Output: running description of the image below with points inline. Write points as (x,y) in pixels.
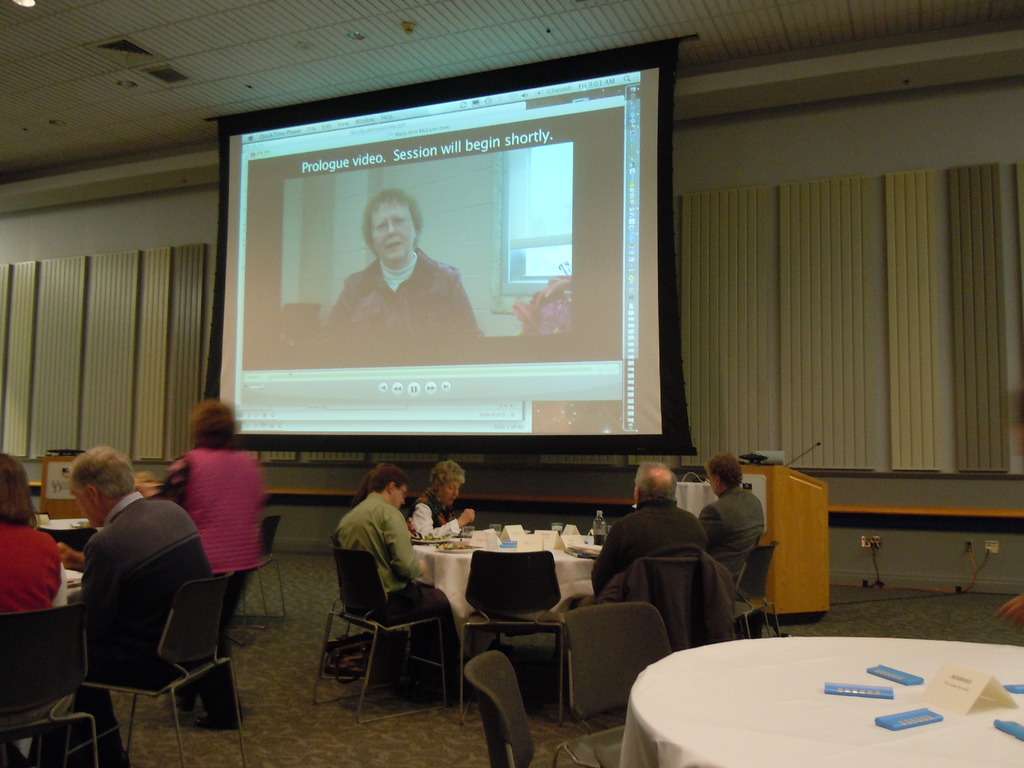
At the bottom (120,586) there are persons (126,570) sitting on the chairs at the table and on the table (454,600) we can see water bottles (603,518), food items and small cards (530,536). On the left side (240,452) a woman (242,501) is walking on the floor (364,748). In the background (332,216) we can see wall (136,249), screen (294,189), microphone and objects (778,459) on a podium (787,500). On the right side (928,700) at the bottom corner (933,687) we can see objects (915,679) and a small card (968,690) on a table (752,695).
